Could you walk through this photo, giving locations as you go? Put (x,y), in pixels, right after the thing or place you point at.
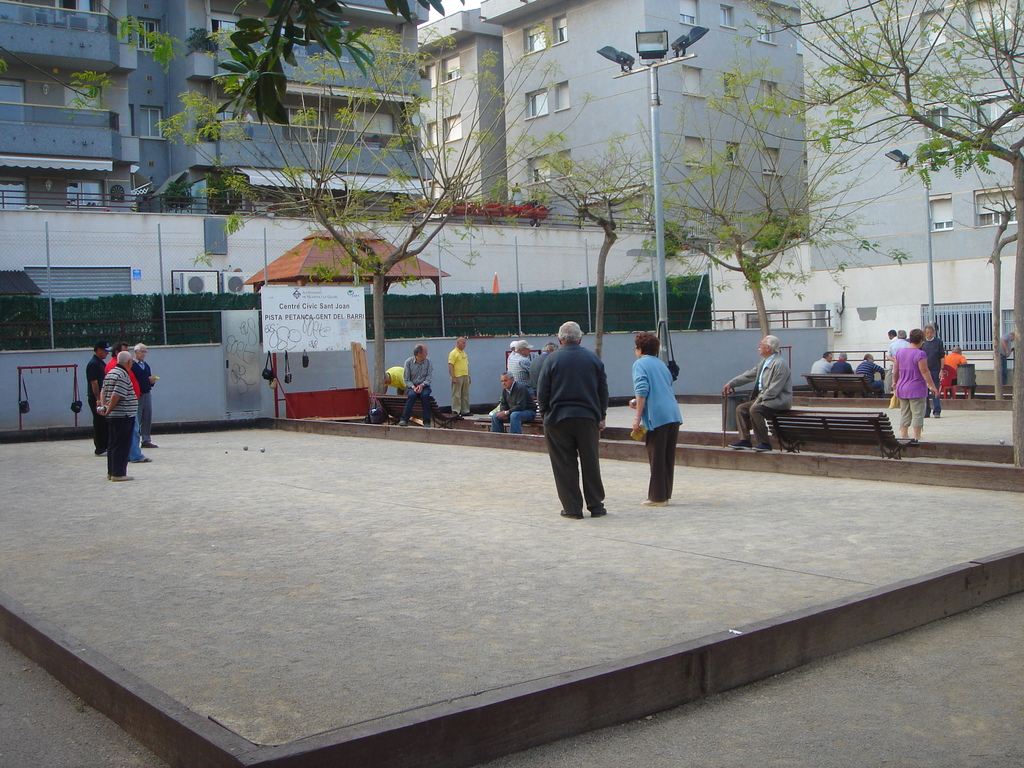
In this picture we can see some old men (128,404) standing in the ground (353,537). Behind we can see the man (776,388) sitting on the wooden bench (804,431). In the background (449,230) there are some trees (421,227), buildings (369,106), street lamps (656,111) and roof tent (315,262).
